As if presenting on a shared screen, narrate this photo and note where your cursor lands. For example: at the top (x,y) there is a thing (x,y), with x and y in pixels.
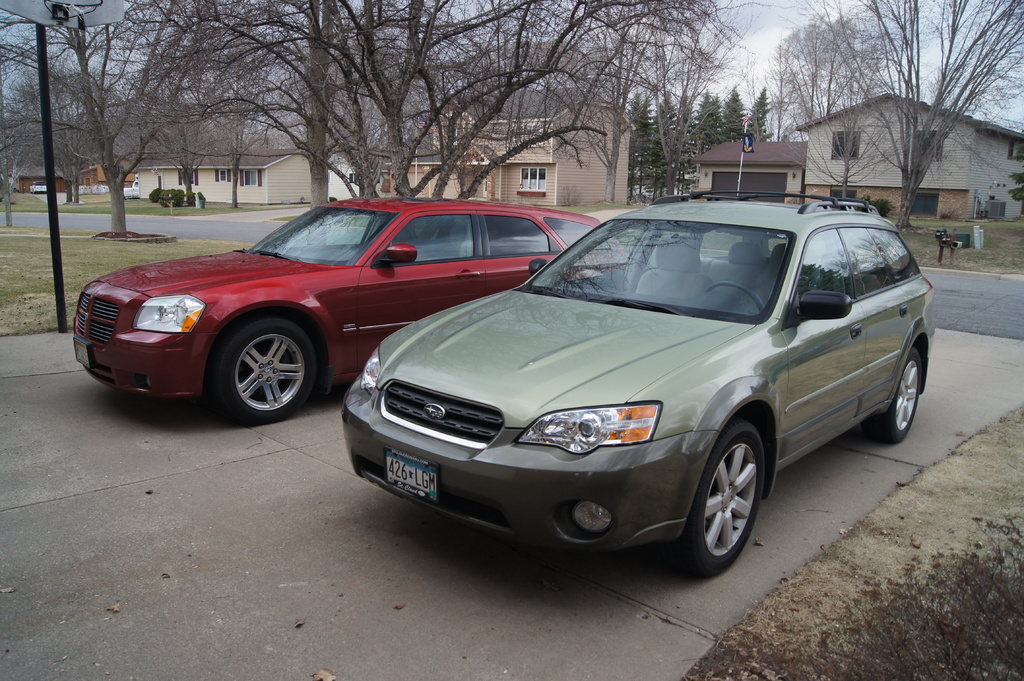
In the background (687,168) we can see the sky (769,71), houses (998,169) and trees (911,104). In this picture we can see poles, flag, plants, vehicles (380,438), objects (33,0) and road (967,291).
